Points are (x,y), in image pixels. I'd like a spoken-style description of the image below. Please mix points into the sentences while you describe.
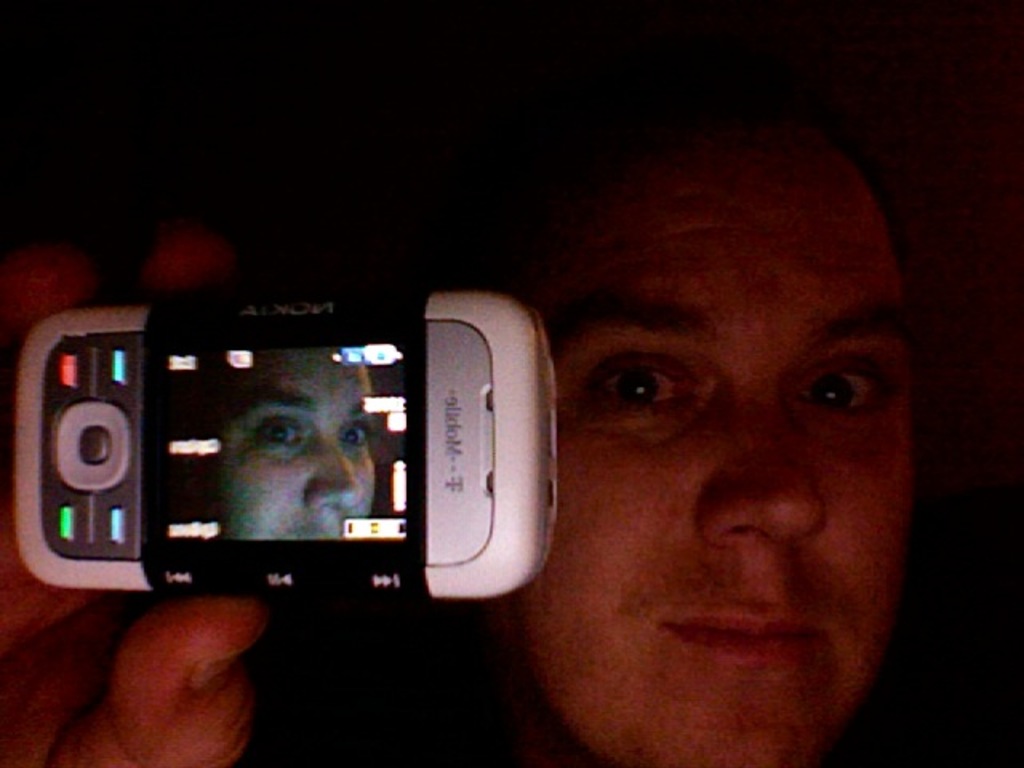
In this image the man (705,613) is holding a mobile (241,485).
